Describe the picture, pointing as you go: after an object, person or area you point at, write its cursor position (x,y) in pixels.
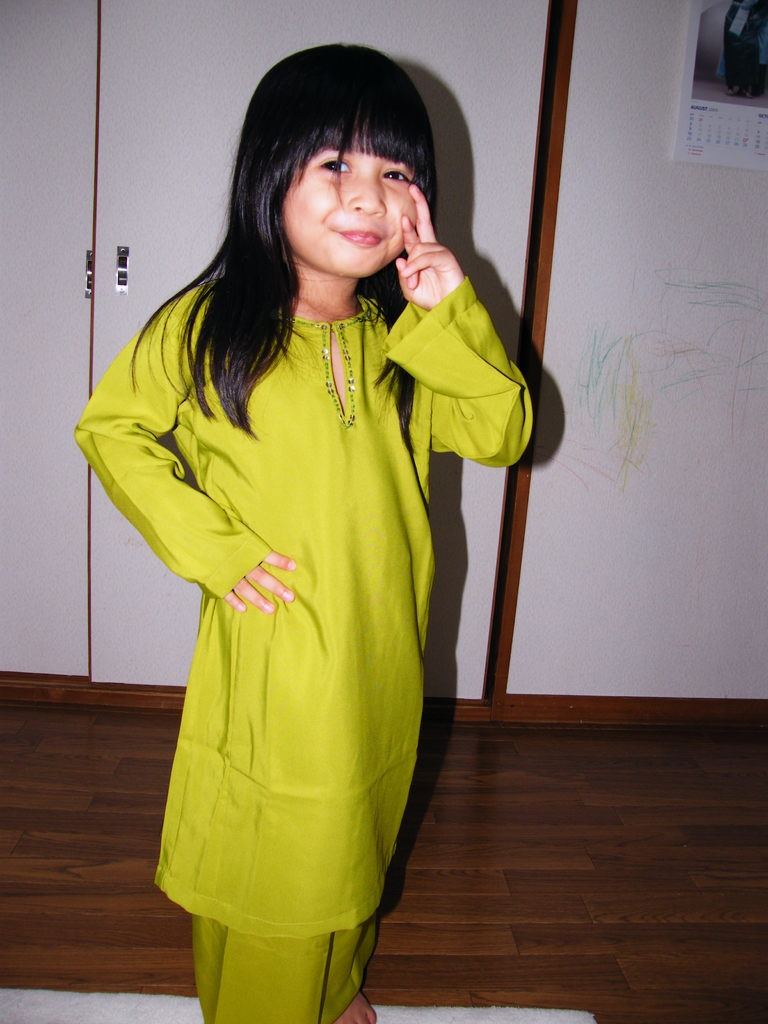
In this image in front (353,1017) there is a girl (383,579) standing on the mat (136,1008). At the bottom (578,856) there is a floor (562,774). On the backside (654,549) there is a wall (634,225) with the calendar (744,160) on it. Beside the wall (569,160) there are cupboards (36,618).
